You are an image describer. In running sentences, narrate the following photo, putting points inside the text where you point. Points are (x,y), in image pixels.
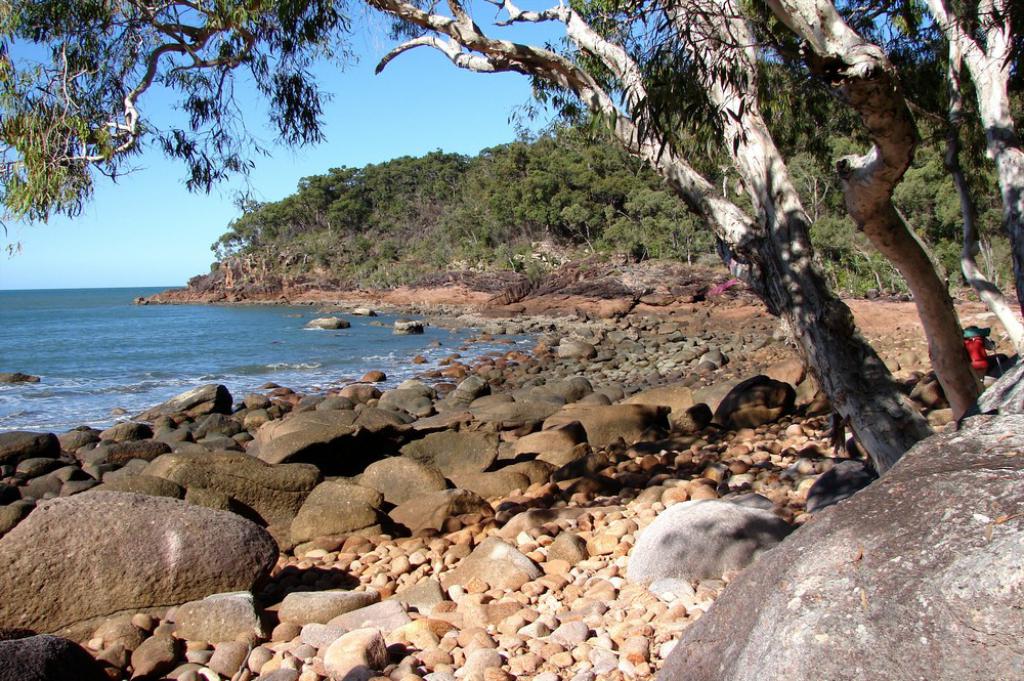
This picture is clicked outside. In the foreground (410,596) we can see the rocks (790,446) and the trees (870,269). In the right corner (970,343) there is a red color object (981,348). In the center (374,318) we can see a water body (308,371) and the trees (424,231). In the background (214,205) we can see the sky (200,194). In the left corner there is an object (18,379) in the water body (47,380).
